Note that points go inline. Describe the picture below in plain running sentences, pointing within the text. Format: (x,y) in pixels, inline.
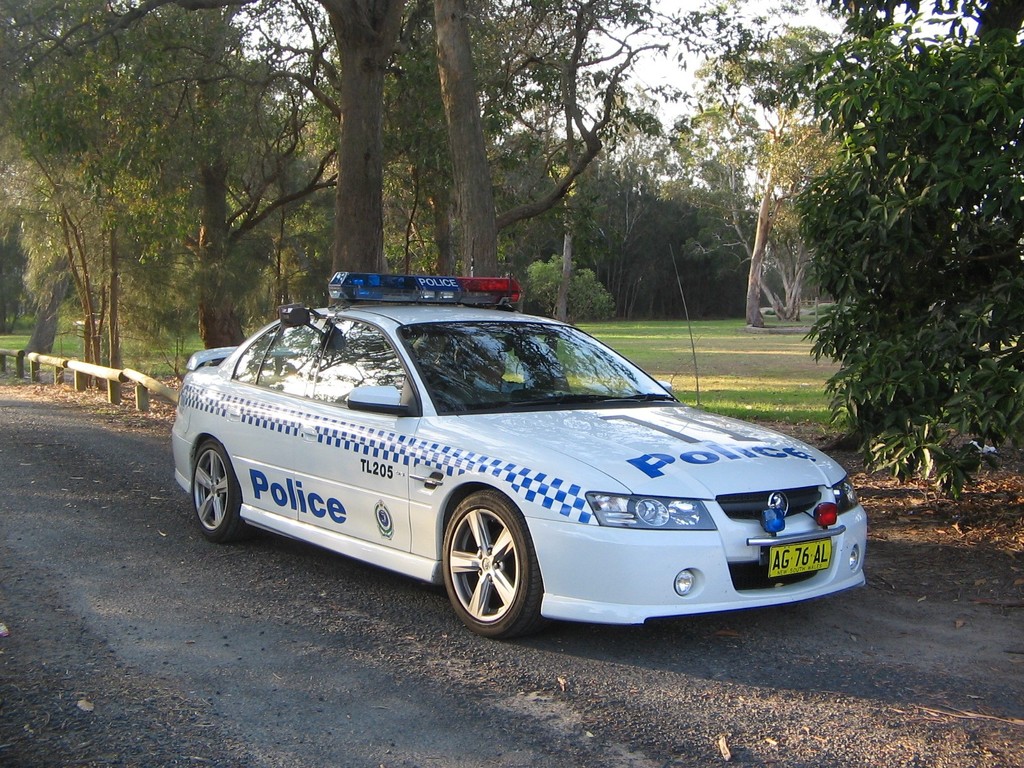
In this image I can see the vehicle (518,629) on the road (286,683). To the side of the vehicle (294,467) I can see the fence (120,393) and many trees (277,248). In the background (629,24) I can see the sky (690,35).
